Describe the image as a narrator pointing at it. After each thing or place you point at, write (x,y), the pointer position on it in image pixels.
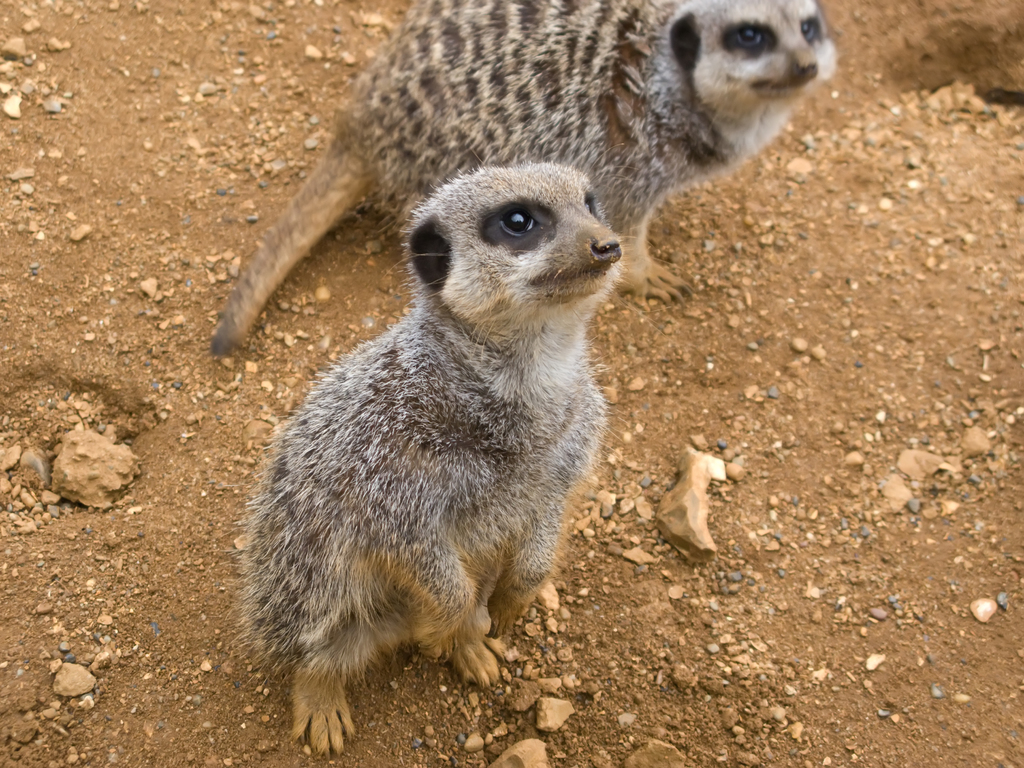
In this image, we can see two animals (542,380) on the ground (176,492).
